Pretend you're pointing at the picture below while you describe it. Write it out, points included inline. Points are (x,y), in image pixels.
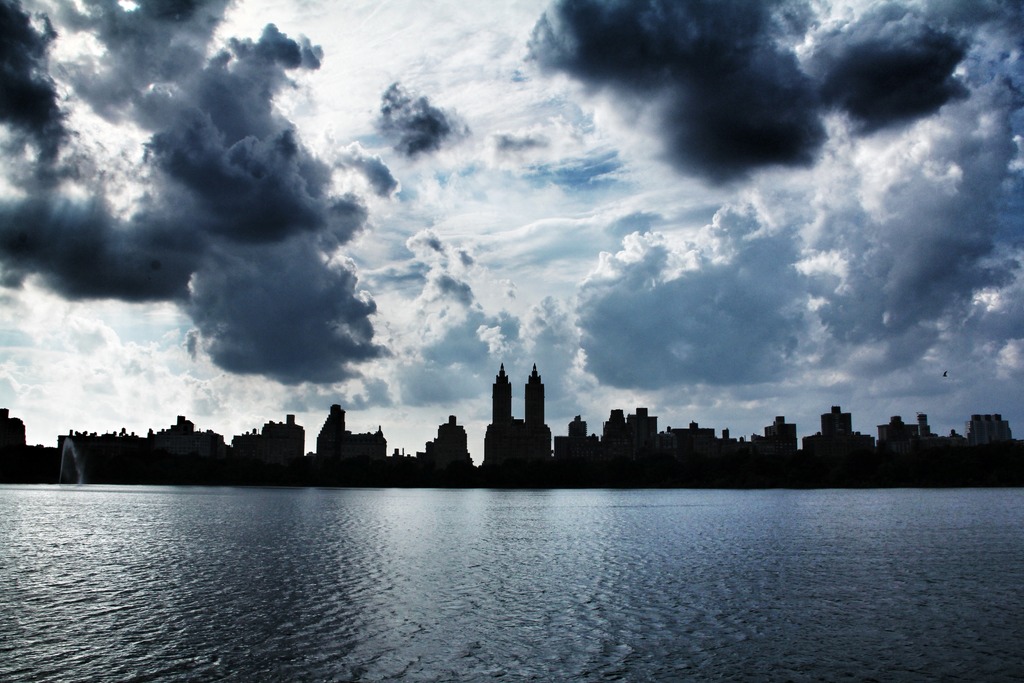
In this image we can see water (591,594) at the bottom (695,609). In the back (509,397) there are buildings (623,420). In the background (620,249) there is sky (308,185) with clouds (434,201).
